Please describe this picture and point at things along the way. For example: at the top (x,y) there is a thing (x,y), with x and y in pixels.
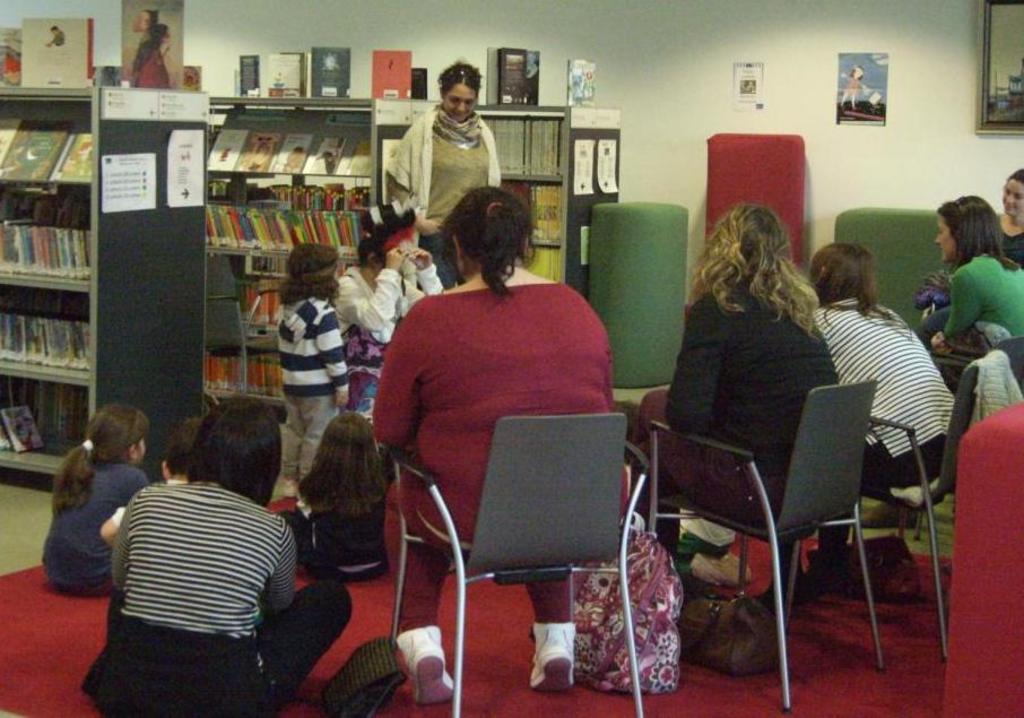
This is the picture inside of the room (653,132). There are group of people (667,494) in the image, there is a woman (459,166) standing at the cupboard (268,333). There are books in the cupboard (245,265). At the back (1014,92) there are frames (1014,92) on the wall (1019,165). At the bottom (735,630) there are bags (642,649) and mat (63,644).
